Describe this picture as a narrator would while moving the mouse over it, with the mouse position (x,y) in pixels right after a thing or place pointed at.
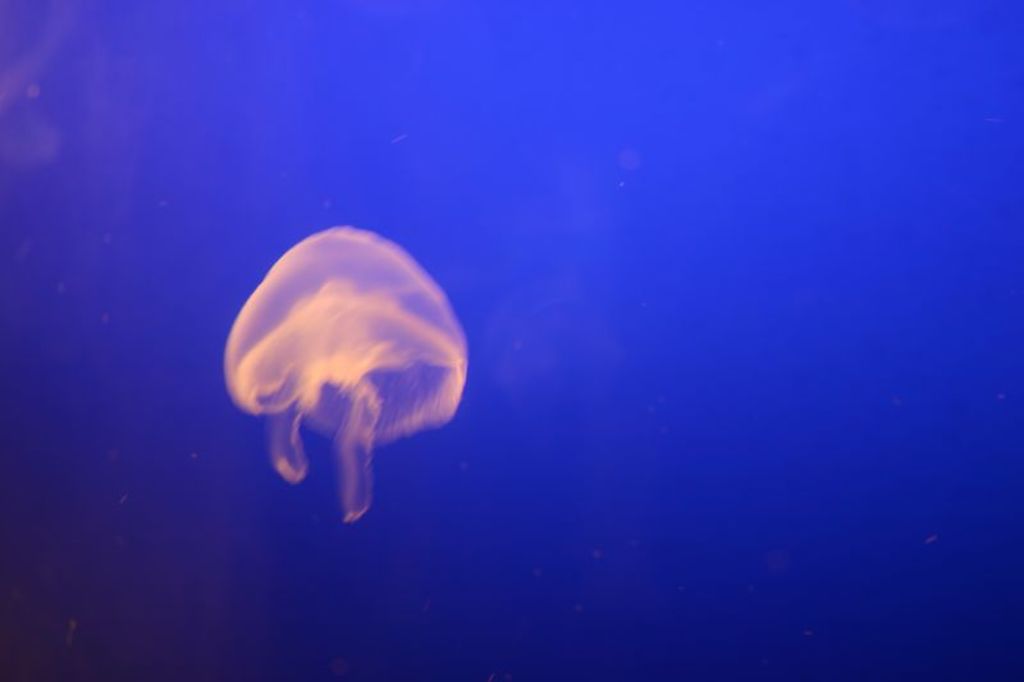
In the center of the image (387,425) we can see one jellyfish (387,425) in the water (626,489). And we can see, jellyfish (429,420) is in cream color. And we can see the blue color background (476,130).
